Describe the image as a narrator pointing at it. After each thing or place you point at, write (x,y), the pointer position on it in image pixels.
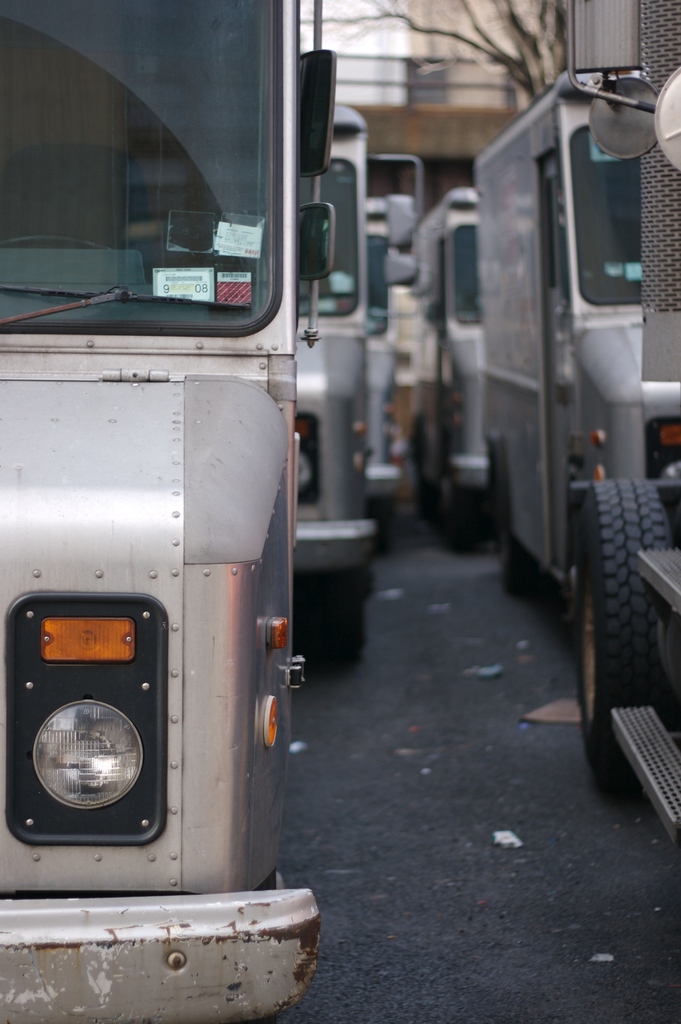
In this image, we can see some vans (441,402).
